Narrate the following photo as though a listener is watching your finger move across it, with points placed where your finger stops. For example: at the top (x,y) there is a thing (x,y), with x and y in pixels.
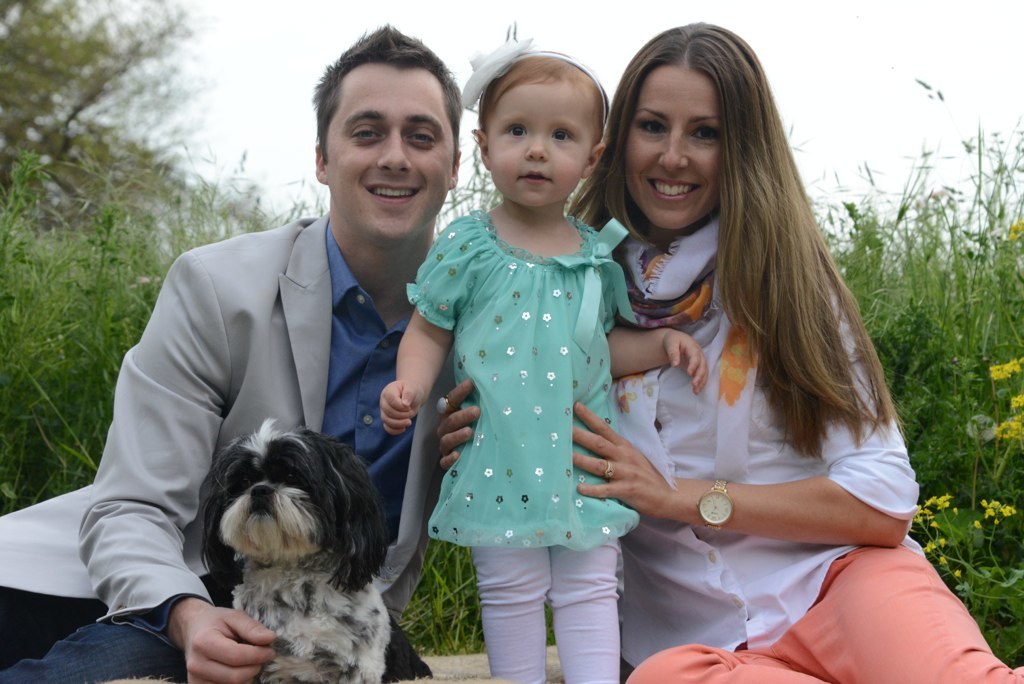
In this image there are three people (272,355) and a dog (373,590). In the left (279,397) a man (233,333) wearing a grey coat (222,333) and blue shirt (340,317) is smiling. Beside him there is a little girl (526,233) is wearing a green top (526,396) and headband (483,68). In the right (735,354) a lady (737,314) wearing white shirt (752,453) and orange pant (845,595) is holding the baby (581,398) and smiling. in the background (936,251) there are plants (163,180). The sky (233,59) is clear.
